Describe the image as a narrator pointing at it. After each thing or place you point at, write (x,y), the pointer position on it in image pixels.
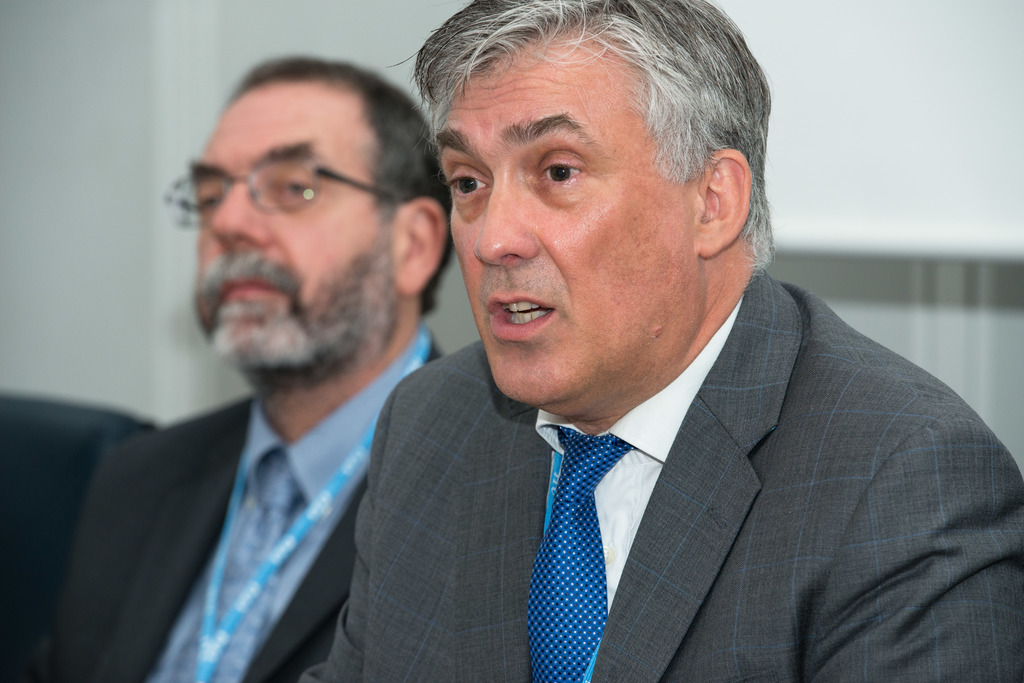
In this image we can see two persons (360,241). Behind the persons (440,253) we can see a wall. On the left side (47,477), we can see a chair (48,544).
